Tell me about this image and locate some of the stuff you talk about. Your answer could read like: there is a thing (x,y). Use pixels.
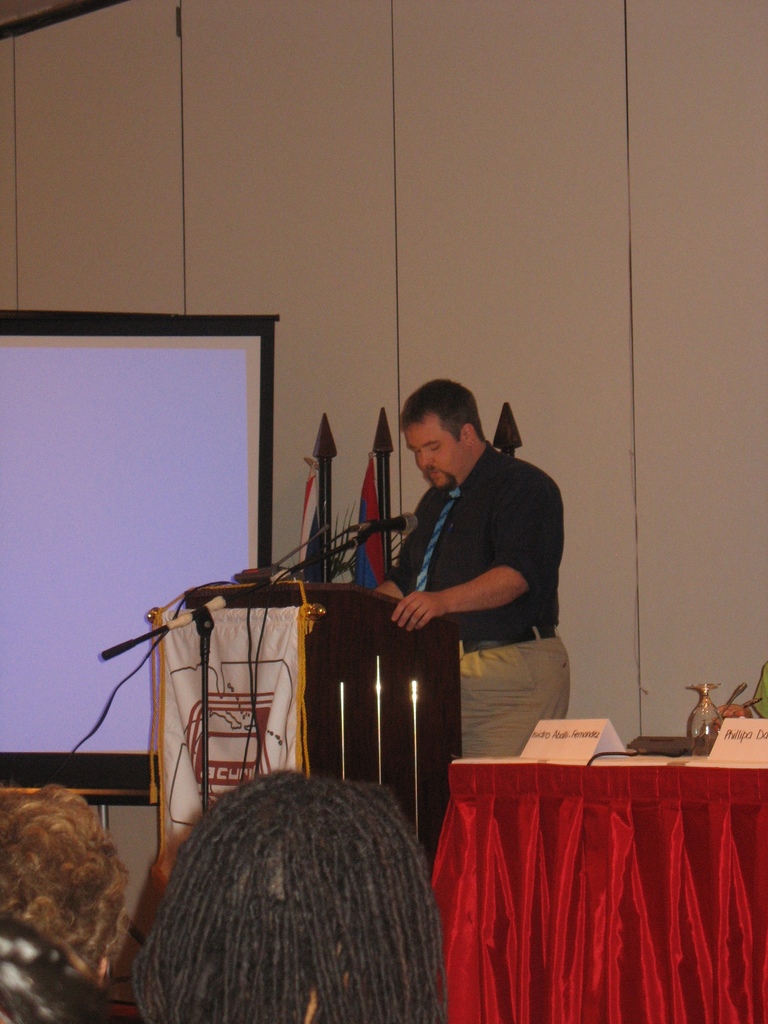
In this image there are persons heads (199,920) towards the bottom of the image (104,885), there is a table (596,841) towards the right of the image (574,837), there is a cloth (644,868) towards the right of the image (623,868), there are objects (613,728) on the table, there is a man (475,531) standing and talking, there is a podium (353,697), there is a stand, there is a microphone (408,518), there are wires (227,582), there is a banner (269,669), there is text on the banner (221,642), there are flags (315,510), there are poles (513,442), there is a screen (97,489) towards the left of the image (97,549), at the background of the image (426,336) there is a wall (412,267).
